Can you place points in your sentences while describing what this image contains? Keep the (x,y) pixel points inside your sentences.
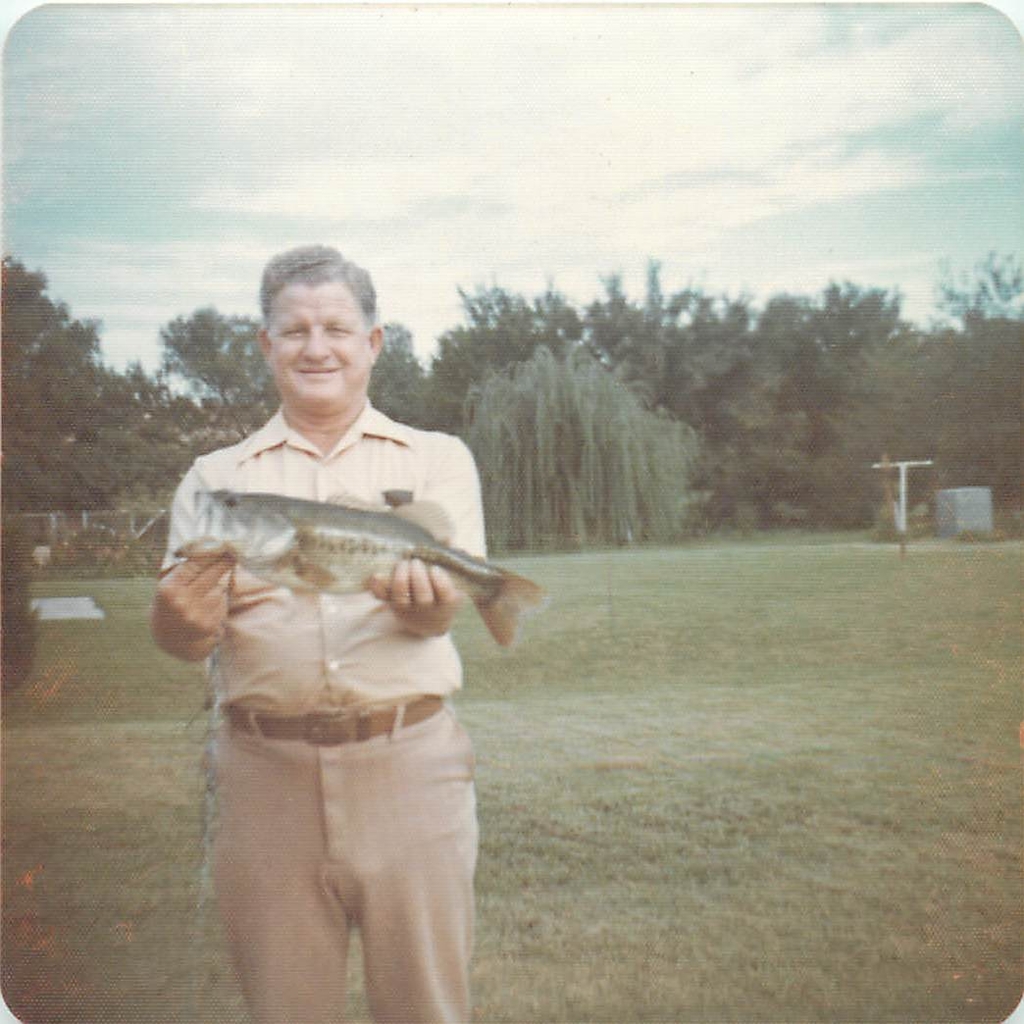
This is an outside view. On the left side (246,798) I can see a man (288,658) standing, holding a fish (305,539) in the hands (229,559) and giving pose for the picture. At the bottom (777,744) I can see the grass (844,911). In the background (769,430) there are some trees (626,345). At the top (551,89) I can see the sky (319,101).
